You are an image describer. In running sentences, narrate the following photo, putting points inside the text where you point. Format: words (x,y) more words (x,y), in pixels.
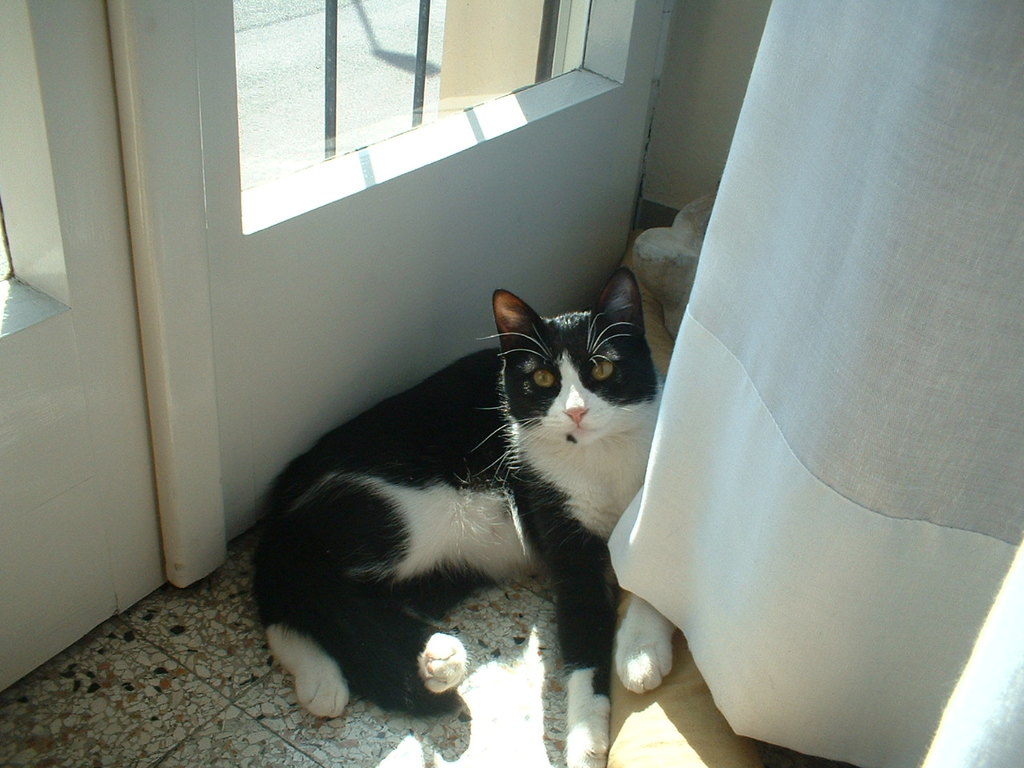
This image is taken indoors. At the bottom of the image (271,735) there is a floor (477,684). In the background (423,207) there is a wall (194,306) with a window (357,76). On the right side of the image (871,575) there is a curtain (847,408). In the middle of the image (513,408) a cat (463,508) is lying on the floor (529,688).
